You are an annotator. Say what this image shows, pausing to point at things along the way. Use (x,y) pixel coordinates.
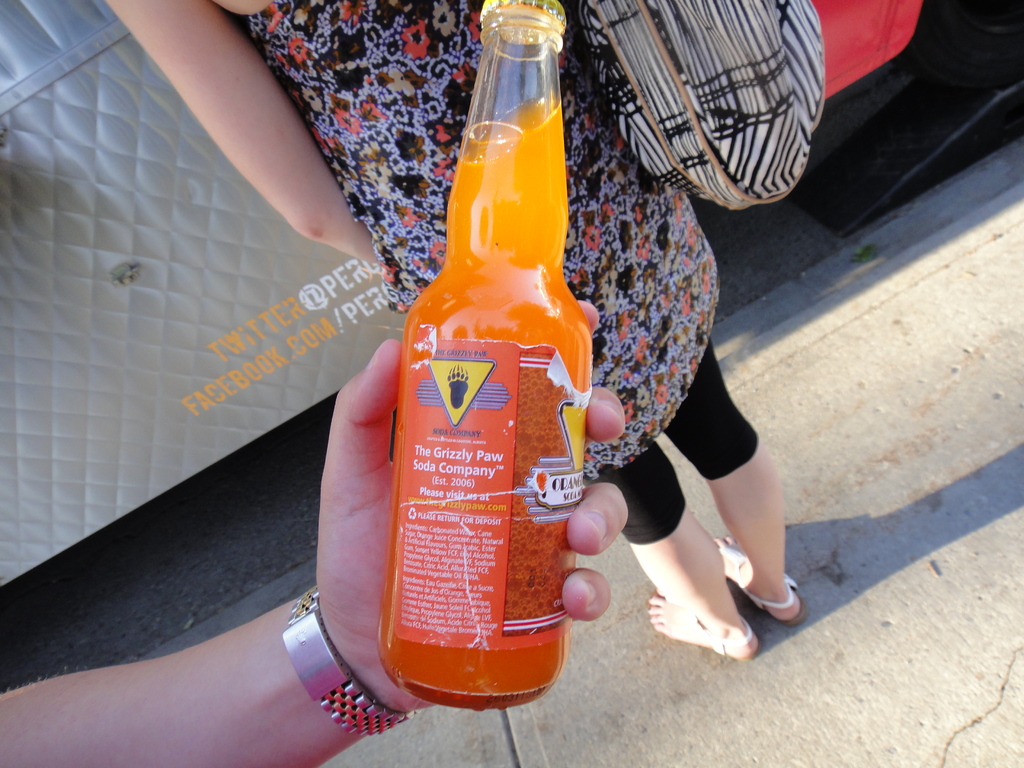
In this image i can see a person's hand (369,598) holding a bottle (543,351) with orange liquid (465,682) in it. I can see a watch (389,721) to that hand (353,669). In the background (384,135) i can see a woman (370,141) wearing a black dress (371,91) standing and wearing a bag (705,112).
